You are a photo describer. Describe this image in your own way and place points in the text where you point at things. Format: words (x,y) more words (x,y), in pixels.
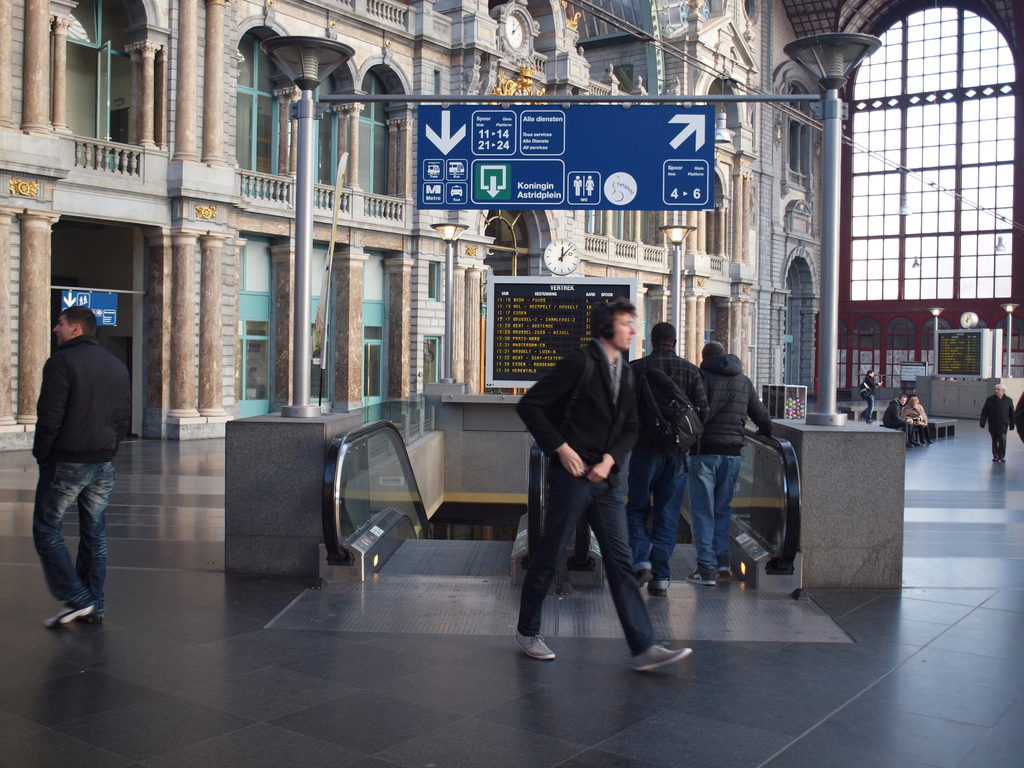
In this image there are group of people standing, there are boards (543,315), lights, poles (785,96), clocks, there are escalators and a building (862,263).
